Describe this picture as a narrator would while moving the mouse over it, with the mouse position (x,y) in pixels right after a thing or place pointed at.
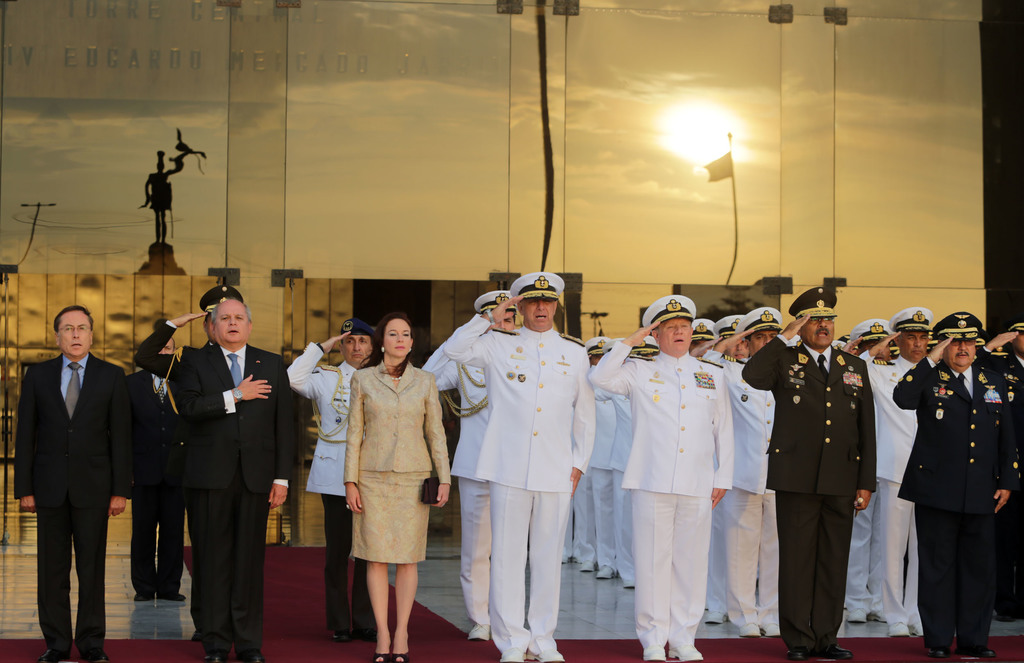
In this image there are group of people (595,405) standing and some of them are wearing uniforms (841,400), and saluting and it seems that they are singing something. In the center (427,420) there is one woman (388,559) standing, at the bottom (421,579) there is floor (421,599) and in the background (686,170) there are some boards (325,245). On the boards (151,91) there is text (155,66) and on the boards (178,200) we could see reflection (735,217) of flag (719,169), statue (164,206), pole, wires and sky (572,222). And there are some other objects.
